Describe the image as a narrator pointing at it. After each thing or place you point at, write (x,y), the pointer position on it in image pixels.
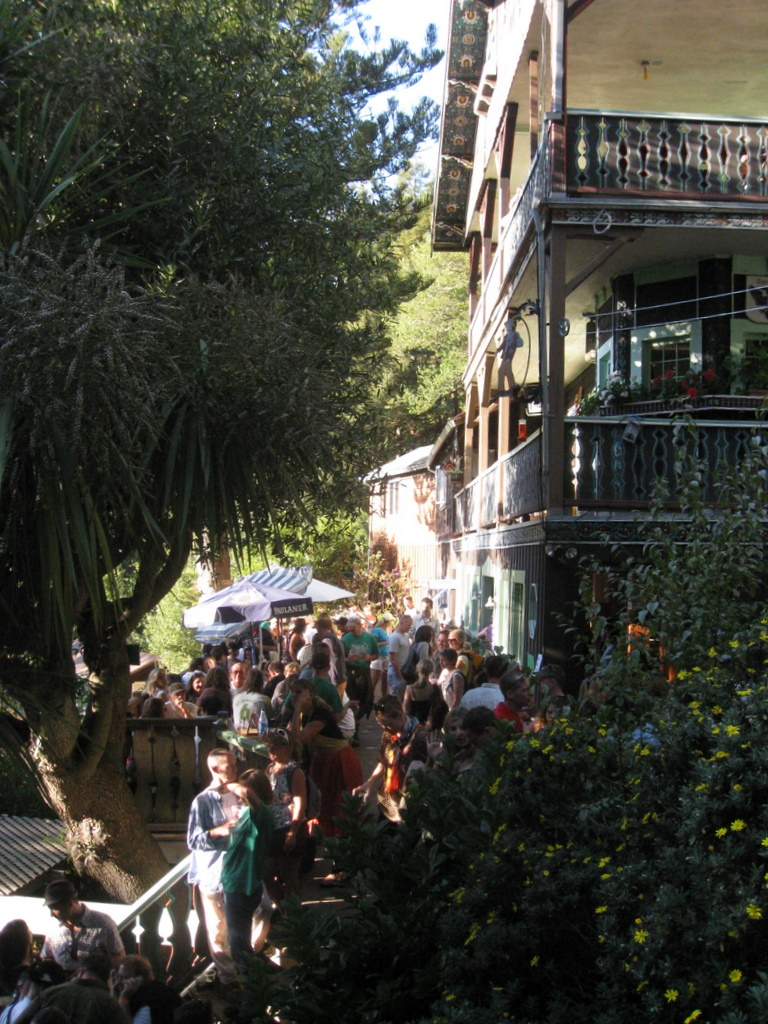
In this image we can see many people (230,872). On the left side (99,633) there is a tree (99,543). On the right side (634,677) there is a plant (673,854) with flowers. Also there is a building (466,446) with railings (567,480) and pillars (552,402). In the back (303,581) we can see tents (264,586). Also there are trees (357,374).
